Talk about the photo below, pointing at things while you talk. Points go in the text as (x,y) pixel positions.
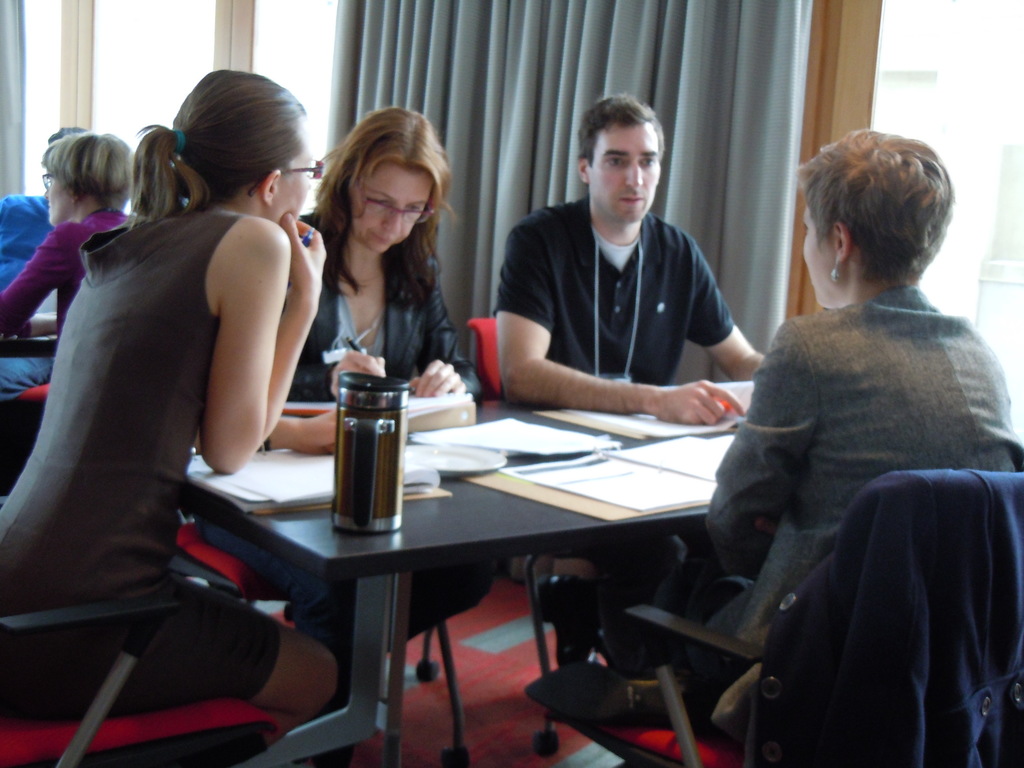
In this picture there are three ladies (337,242) and one man (599,318) sitting. To the left side (303,433) there is a lady (134,395) sitting. And to the right side (909,366) there is a lady (841,422) with grey jacket (831,444) is sitting. In front of her there is a man (689,267) with black t-shirt (626,272) is sitting. Beside her there is a lady (470,375) with black jacket (435,343) is sitting. In front of them there is a table (626,439) with some papers (617,473) and bottle (383,441) on it. In the background (76,187) there are two people (64,235) sitting and there is a curtain (505,58).
